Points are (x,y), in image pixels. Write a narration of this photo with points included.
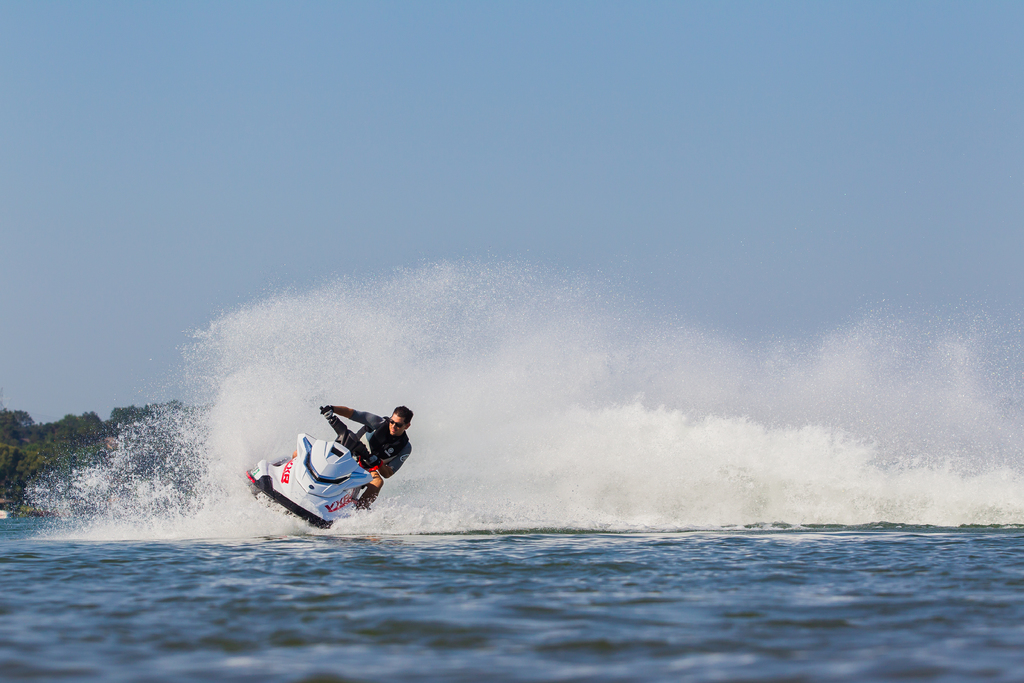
This is the picture of a sea (537,594). In this image there is a person (370,422) riding water bike (308,455) on the water (230,467). At the back (2,464) there are trees (18,448). At the top (597,167) there is sky (597,167). At the bottom (507,630) there is water (428,633).
